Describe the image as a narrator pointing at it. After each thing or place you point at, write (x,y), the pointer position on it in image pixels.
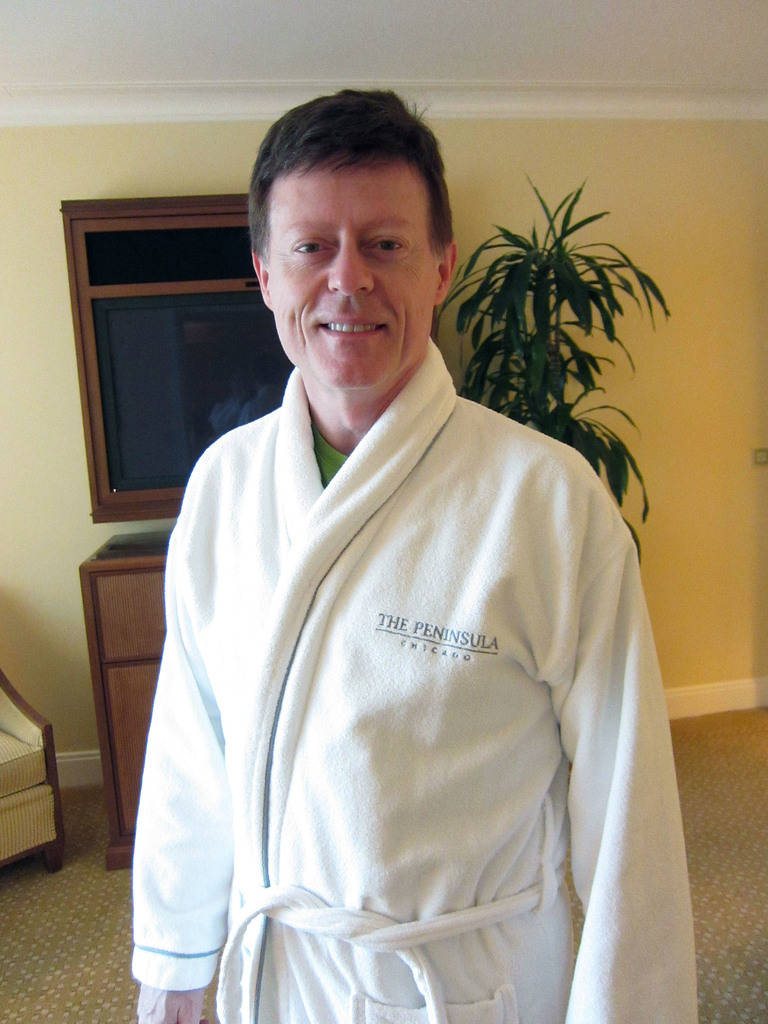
In this image I can see a man (447,756) standing and wearing a white robe (526,699). There is a plant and a cabinet (153,660) behind him. There is a yellow wall (756,372) at the back (730,599).
